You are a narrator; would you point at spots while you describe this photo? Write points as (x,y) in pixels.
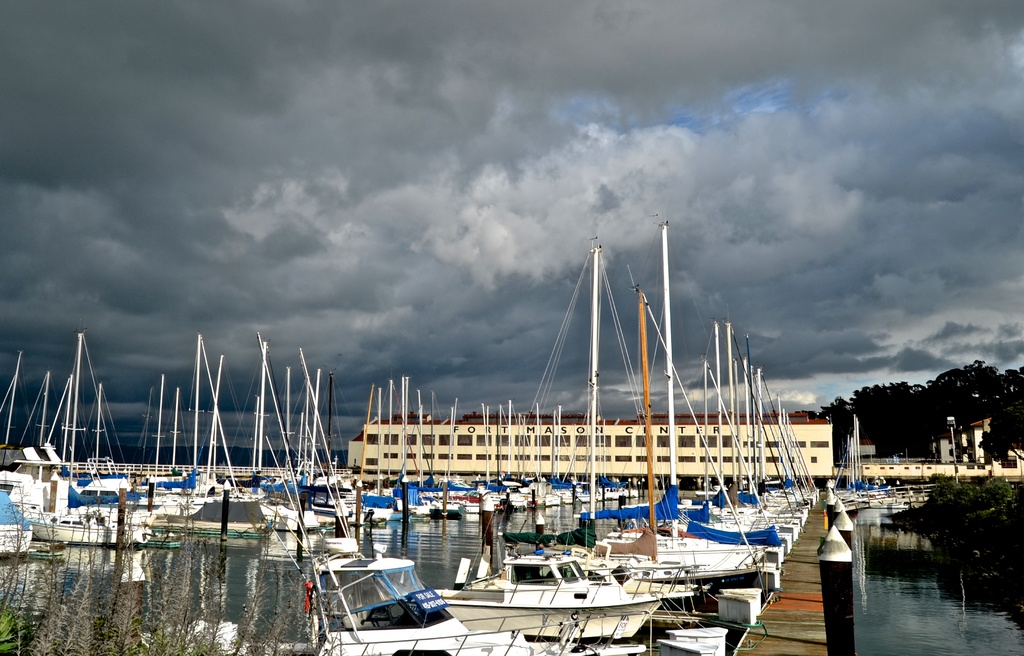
In the center of the image (570,427) we can see building (490,434), boards (104,485), poles (379,450), bridge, trees (903,430). At the bottom of the image (923,594) we can see plants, water (901,598), bridge (820,588). At the top of the image (446,151) we can see clouds (464,150) are present in the sky (483,212).
